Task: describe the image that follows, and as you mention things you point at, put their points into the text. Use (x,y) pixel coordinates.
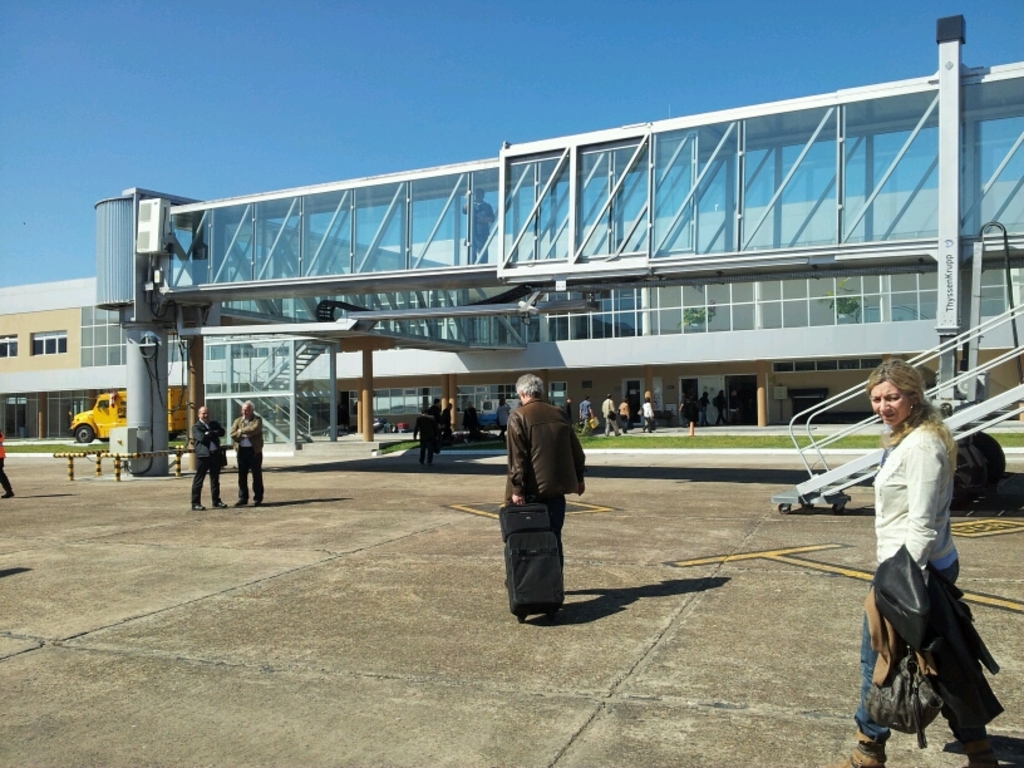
In the image we can see there are many people (427,449) wearing clothes (537,468), this is a luggage bag (525,544), handbag (917,671), shoes (881,756), footpath (301,594), grass (688,438), building (195,386) and windows (62,343) of the building (54,343), vehicle (117,404), plant (695,323) and a sky (279,131).
